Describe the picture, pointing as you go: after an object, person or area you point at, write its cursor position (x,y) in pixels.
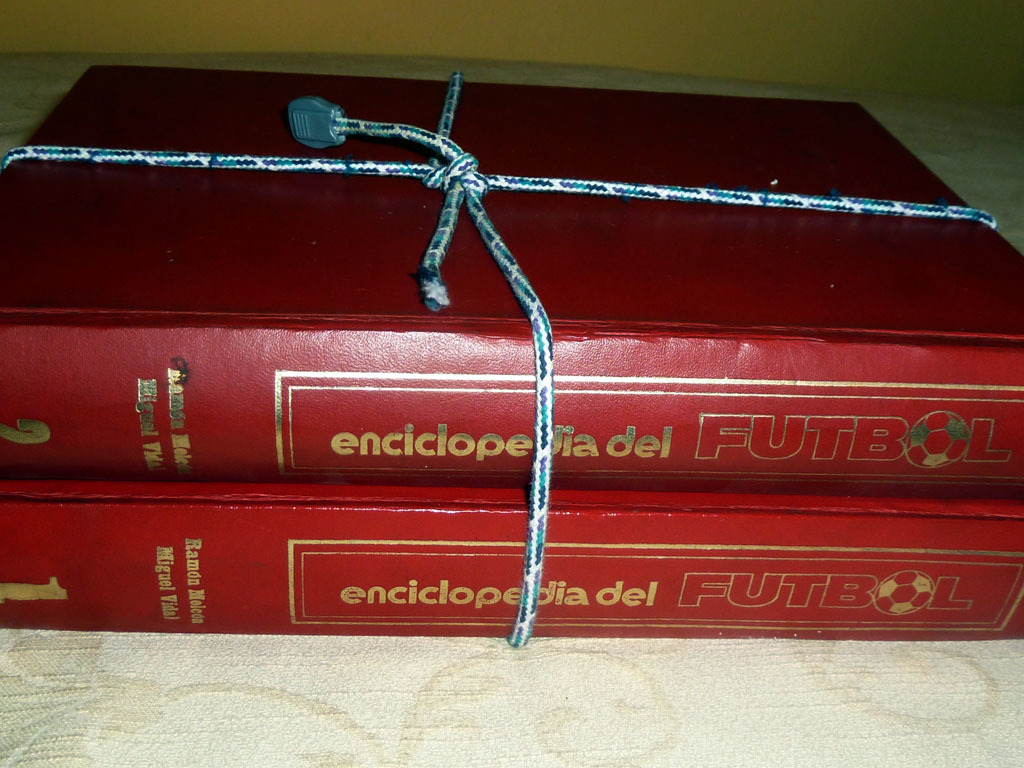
In this image we can see books (498,549) placed on the table (582,660). In the background (618,42) there is a wall (618,30).
